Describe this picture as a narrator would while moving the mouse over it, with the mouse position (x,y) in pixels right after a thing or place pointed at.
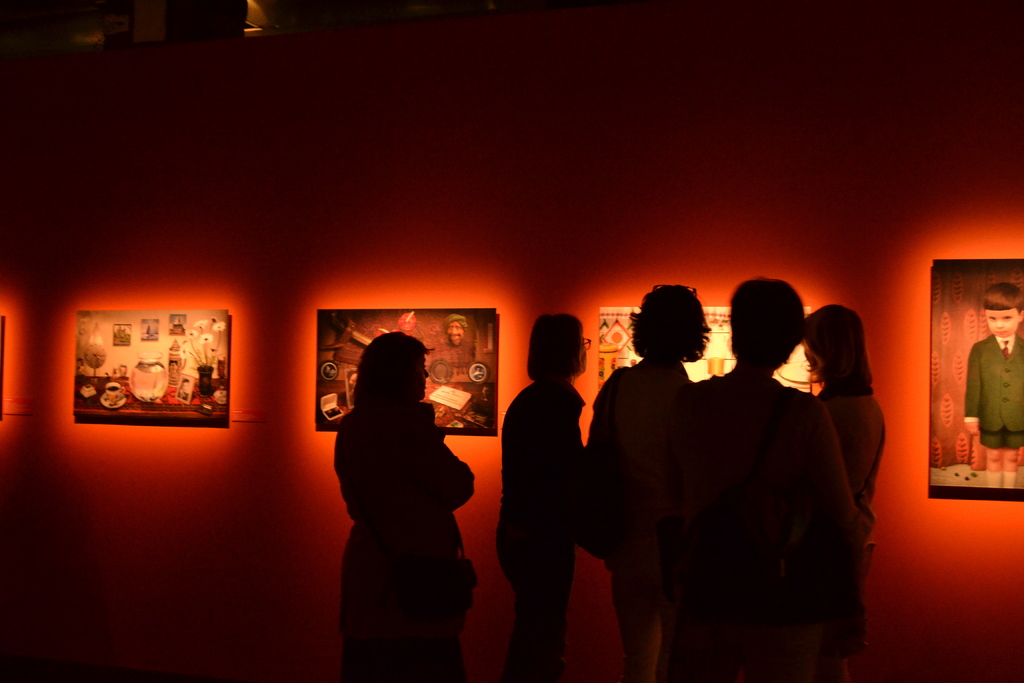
In this image we can see the people (759,415). We can also see the wall (718,130) and also the photo frames (954,392) with lighting (511,311).
